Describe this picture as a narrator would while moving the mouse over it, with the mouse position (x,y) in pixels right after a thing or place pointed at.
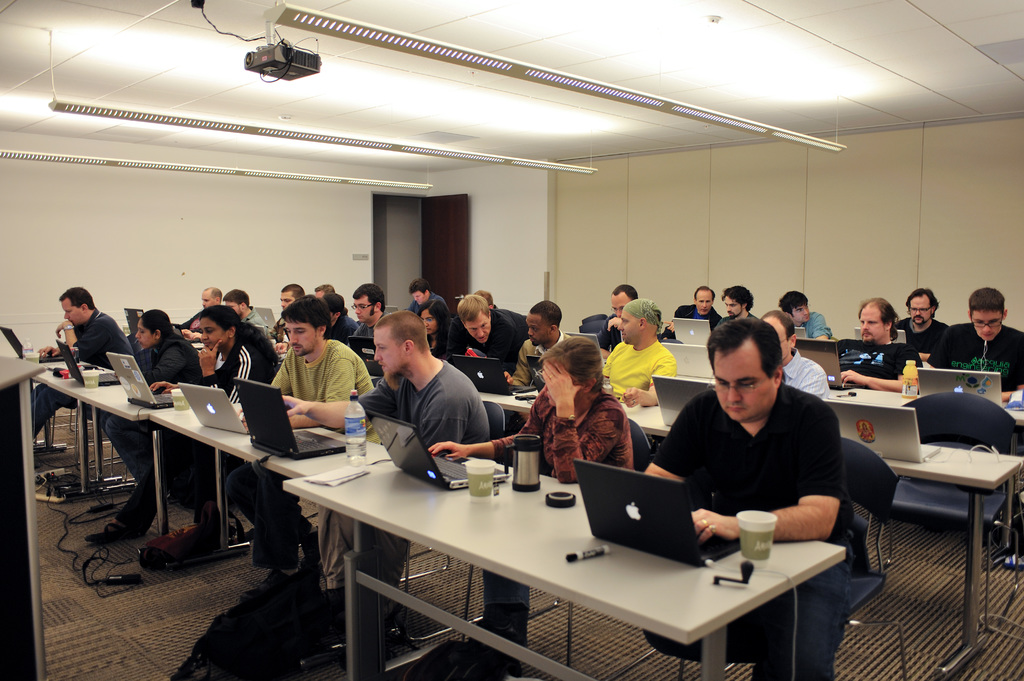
This picture describes about group of people (551,419) they are all seated on the chair (885,566), in front of them we can see laptops (603,500), glasses (482,461), bottles (527,482), pens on the table (395,532), on top of them we can see projector (304,49) and metal rods (270,132).
